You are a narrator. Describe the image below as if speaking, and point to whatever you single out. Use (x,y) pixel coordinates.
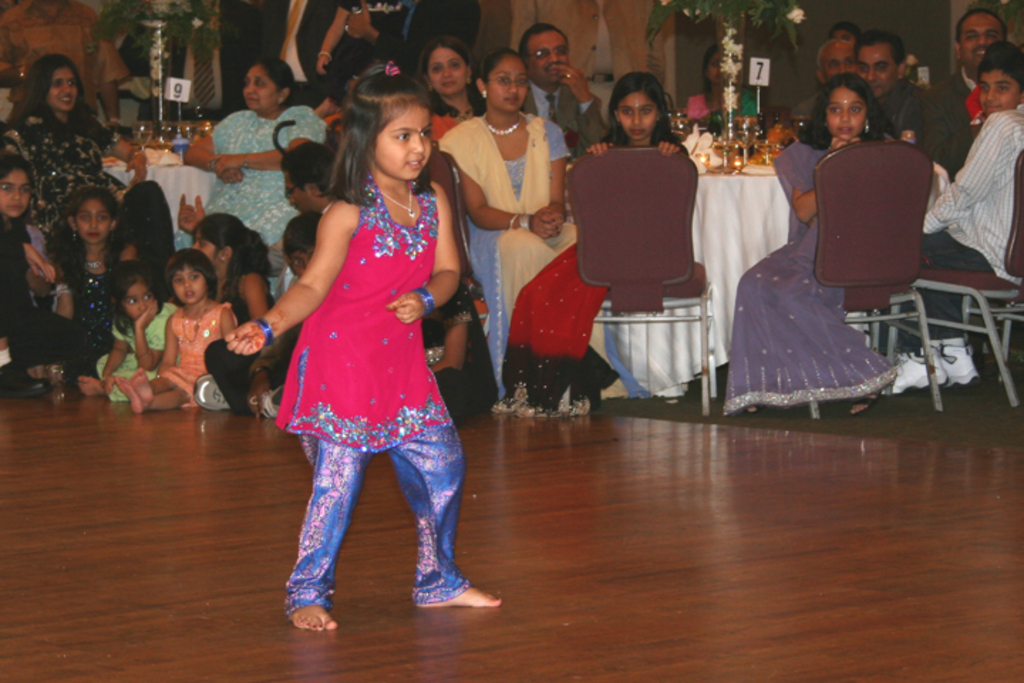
This image consists of a girl (352,373) dancing. At the bottom (426,651), there is a floor (361,605). In the background (13,168), there are many people (1005,246) sitting in the chair (637,231). And there are tables (741,230) covered with white clothes (751,227). On which there are small plants (146,26).
